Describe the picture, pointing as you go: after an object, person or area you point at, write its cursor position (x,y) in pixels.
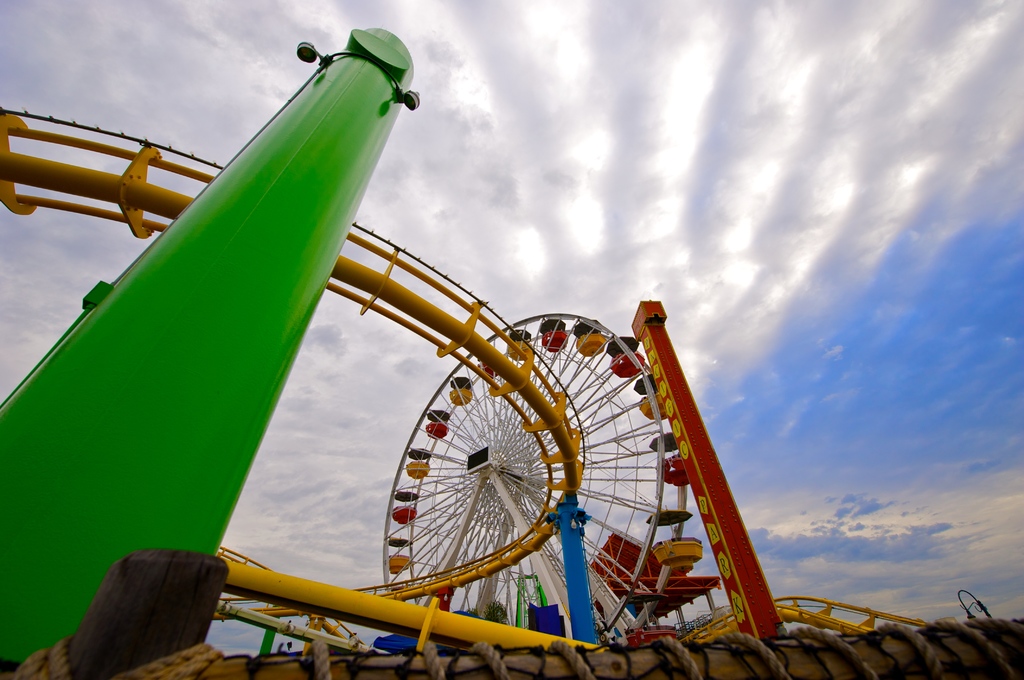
In this picture we can see poles (50,528), lights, ropes (435,671), rods (856,626) and giant wheel (640,508). In the background of the image (765,217) we can see sky (724,198) with clouds (735,215).
